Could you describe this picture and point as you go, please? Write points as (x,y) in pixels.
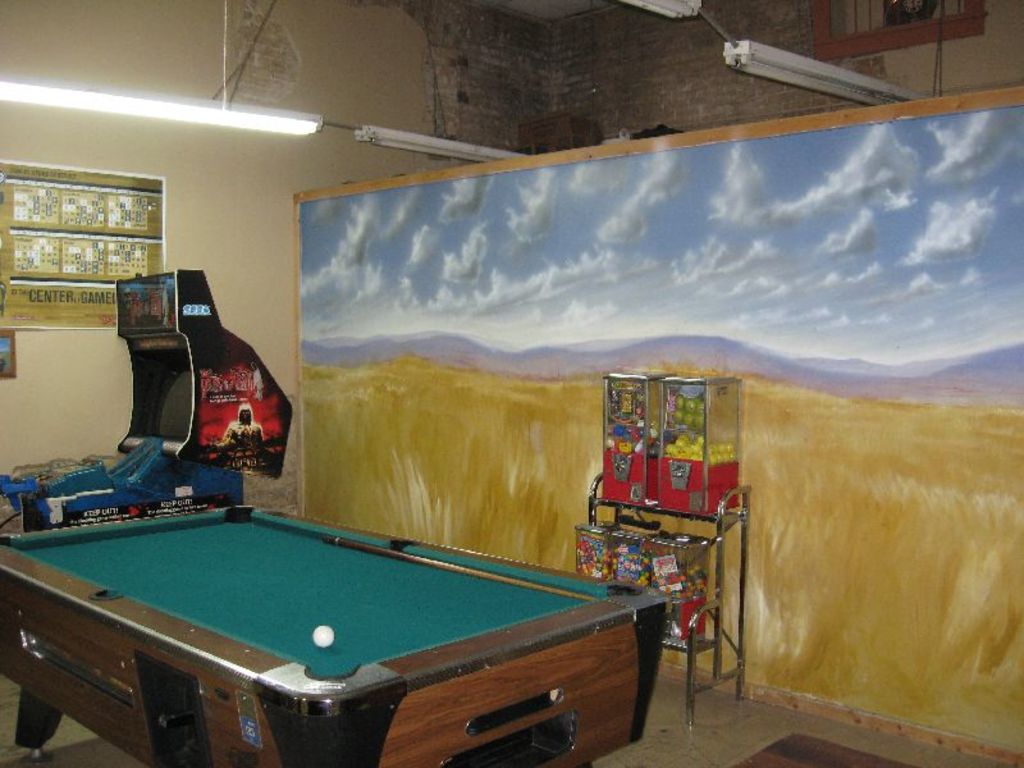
In the image we can see pool table (379,649), on table (350,635) we can see ball (321,626). Back we can see light (273,114), machine (240,421), some screen (802,216) and some sign board (48,196). And few objects (675,590) around table (150,725).
